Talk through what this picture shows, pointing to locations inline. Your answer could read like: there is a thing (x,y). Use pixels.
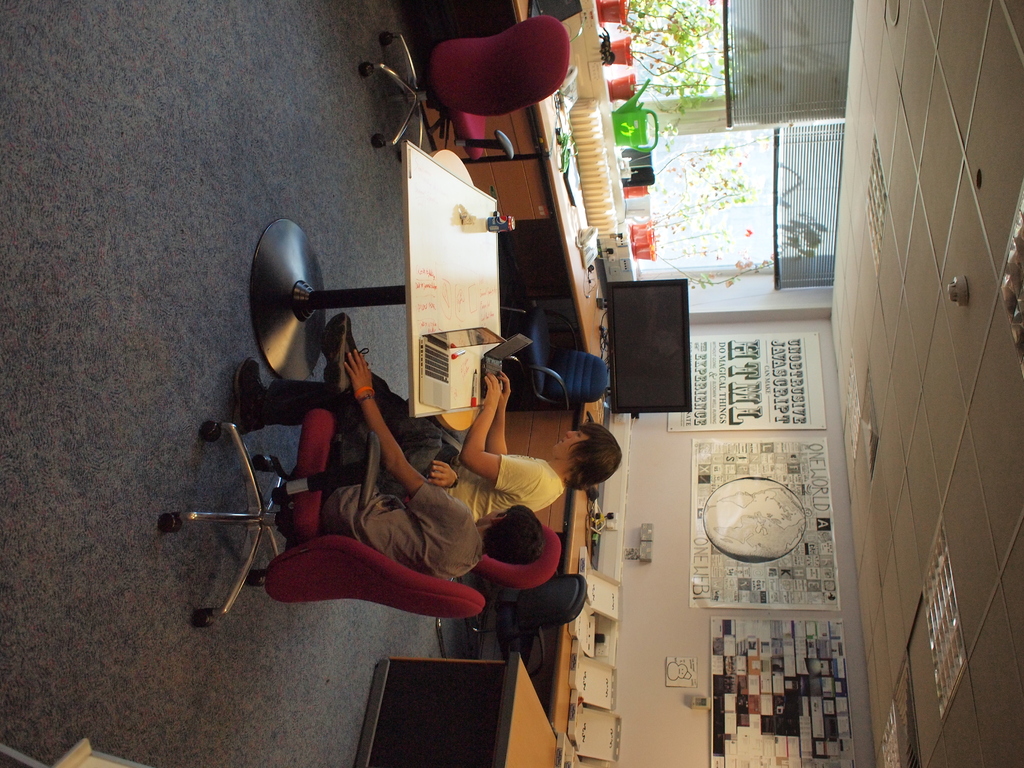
This picture is an inside view of a room (366,340). In the center of the image (447,347) there is a table (348,289). On the table (454,298) we can see laptops (463,341), pen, bottle (487,227). Beside the table (477,243) two persons (482,462) are sitting on a chair (340,542). In this picture we can see chairs (422,96), pots (609,2), plants (670,44), curtains (830,220), boards (703,512), wall (641,691) and some objects (578,679), tables (534,720). On the left side of the image (117,355) we can see the floor (134,318). On the right side of the image (944,334) we can see the roof (972,409) and lights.
